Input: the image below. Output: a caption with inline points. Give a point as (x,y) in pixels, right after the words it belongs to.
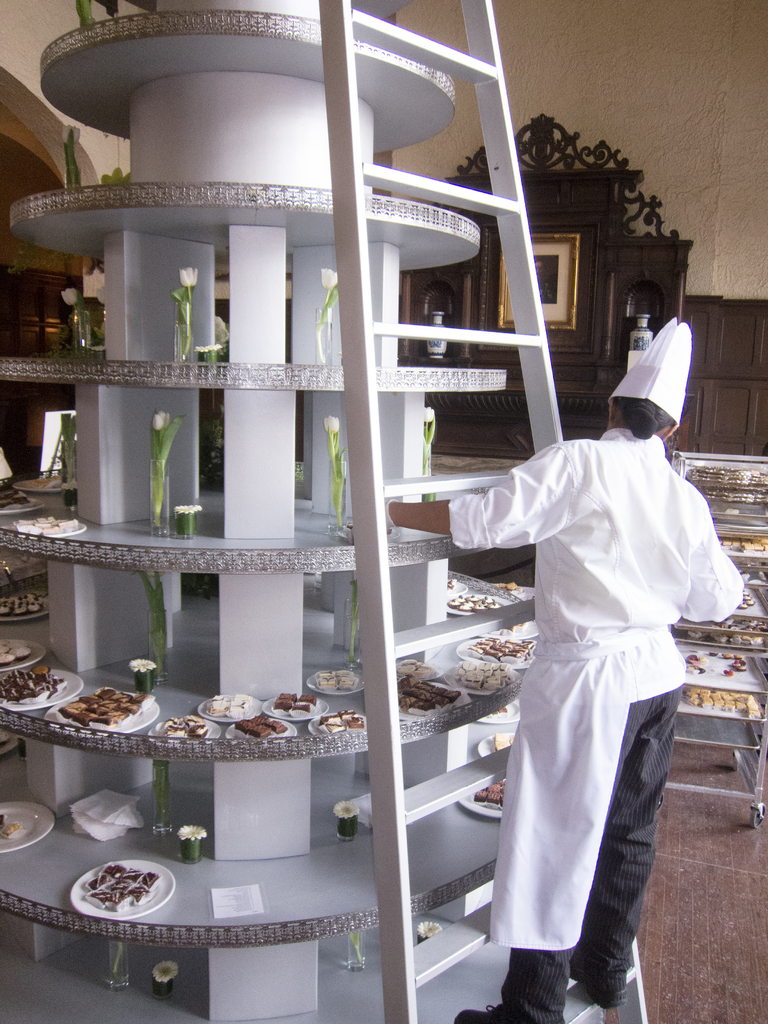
In this picture I can see food (753,705) in the plates (40,702) and flowers (73,416) in the glass jar (161,489) and I can see a ladder (415,981) and a woman (582,574) standing on It and she wore a cap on her head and I can see a photo frame (563,275).
